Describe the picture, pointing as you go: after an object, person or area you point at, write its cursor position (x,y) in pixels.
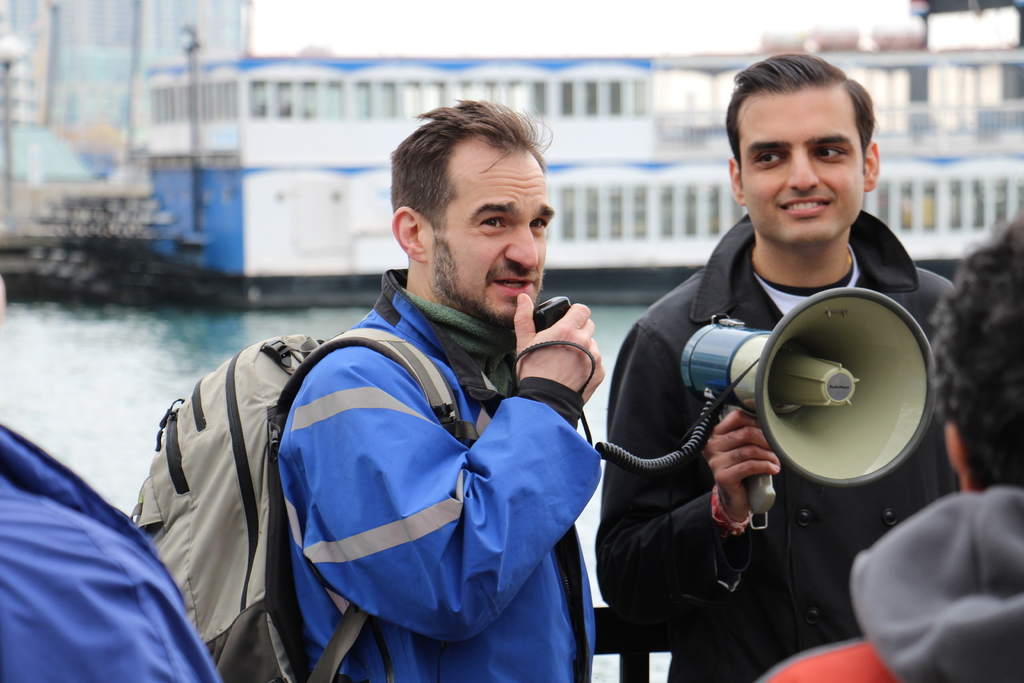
In this image there is a person (377,480) wearing a blue jacket (384,498) is carrying a bag (309,346). He is holding a mike (542,328) in his hand (542,358). Beside him there is a person (737,419) standing before the fence (601,645). He is wearing a black jacket (888,240). He is holding a sound speaker (822,417) in his hand (748,432). Right side (878,660) there is a person (882,643). Middle of image (593,412) there is water (70,427). Beside it there are few buildings (26,136) on the land (142,267). Top of the image (491,40) there is sky (421,33).
